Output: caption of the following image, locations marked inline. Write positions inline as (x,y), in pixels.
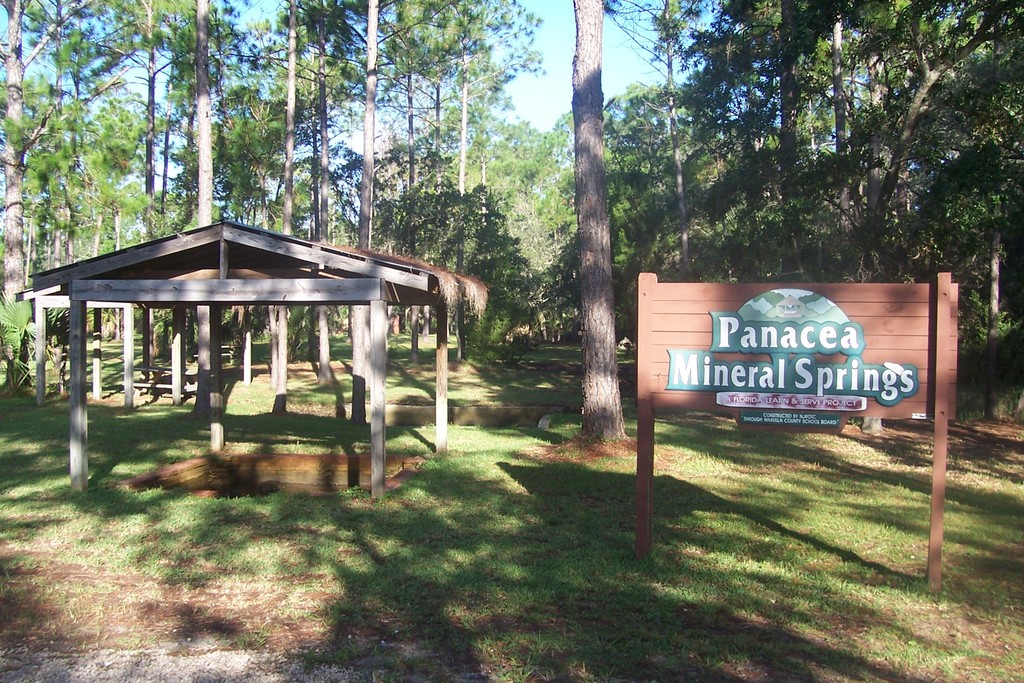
In this image, we can see so many trees (1001,253), sheds (219,403), board (908,398), poles (935,471). At the bottom (765,492), there is a grass (526,516).
